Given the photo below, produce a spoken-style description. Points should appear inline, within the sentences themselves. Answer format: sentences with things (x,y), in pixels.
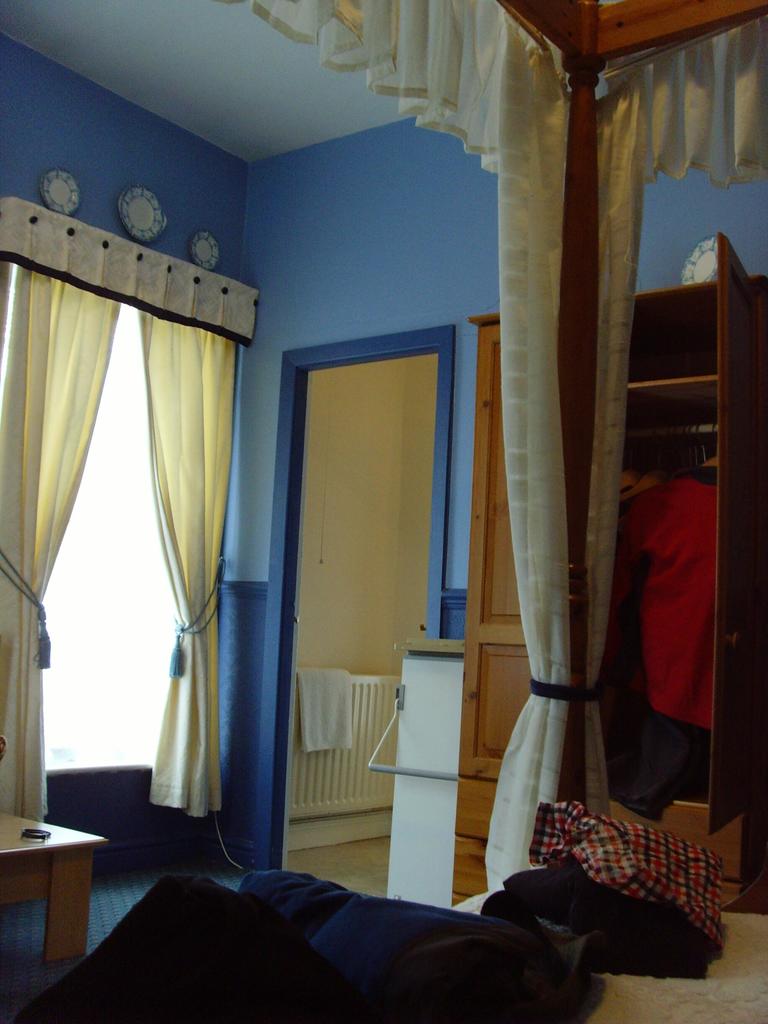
In this image we can see bed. On the bed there are clothes (486,975). Also there is a wooden pole (592,204) with curtain (523,181). In the back (633,433) there is a shelf (633,433). Near to the shelf (736,564) there are clothes (677,600). Also there is door (385,532). And we can see window (112,486) with curtains (37,469). And there is a table (57,850). And through the door (338,710) we can see radiator (370,725) with a cloth (345,696).
